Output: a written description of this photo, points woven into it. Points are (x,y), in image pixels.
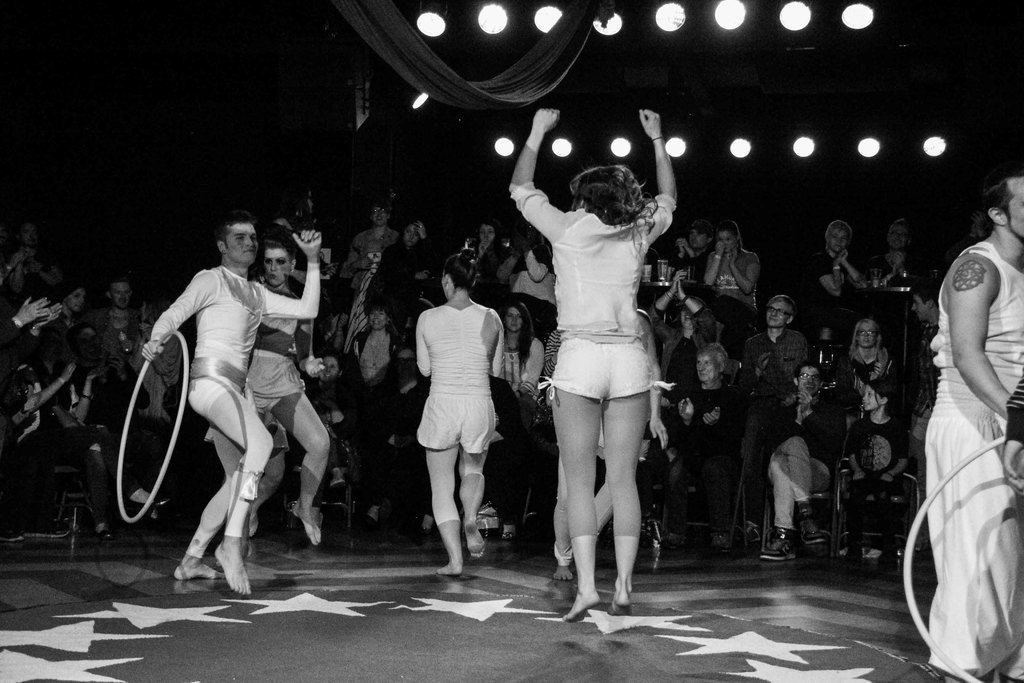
In this image we can see black and white picture of a group of people (962,418) standing on the floor (456,605). Two men (243,555) are holding hula hoops (121,497) in their hands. In the center of the image (530,395) we can see a group of people (535,367) sitting on chairs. In the background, we can see some lights (733,16). At the top of the image (371,42) we can see a cloth (466,80).
